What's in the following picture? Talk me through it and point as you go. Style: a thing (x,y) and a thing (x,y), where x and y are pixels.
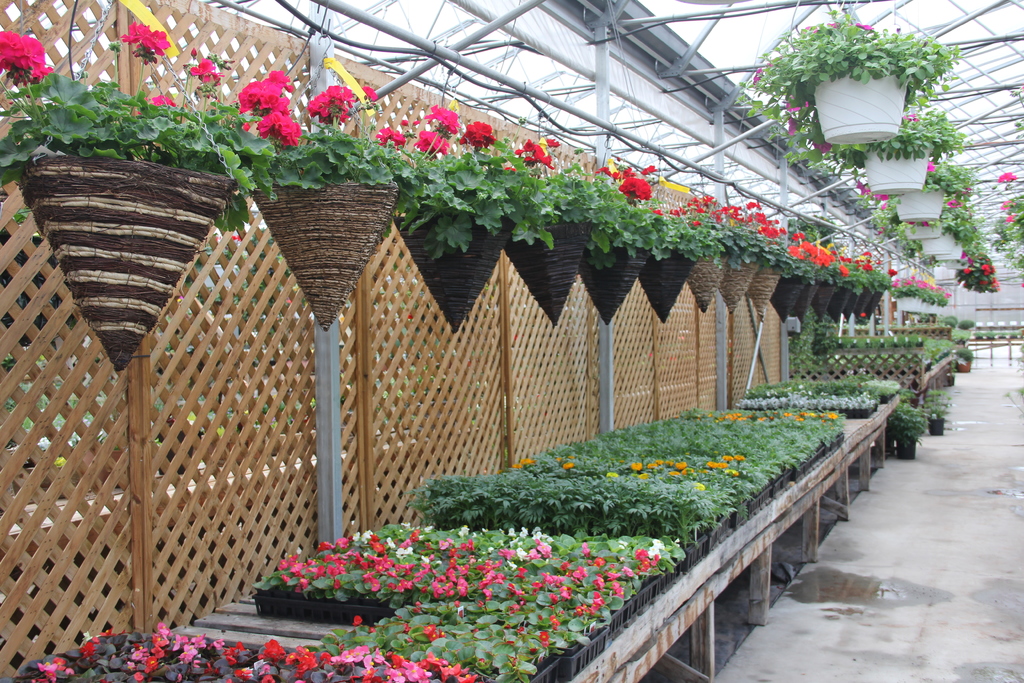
In this image I can see few flower pots (873,287) and I can see few pink, red and white color flowers (283,102). I can see a fencing (531,393) and shed (974,97).
